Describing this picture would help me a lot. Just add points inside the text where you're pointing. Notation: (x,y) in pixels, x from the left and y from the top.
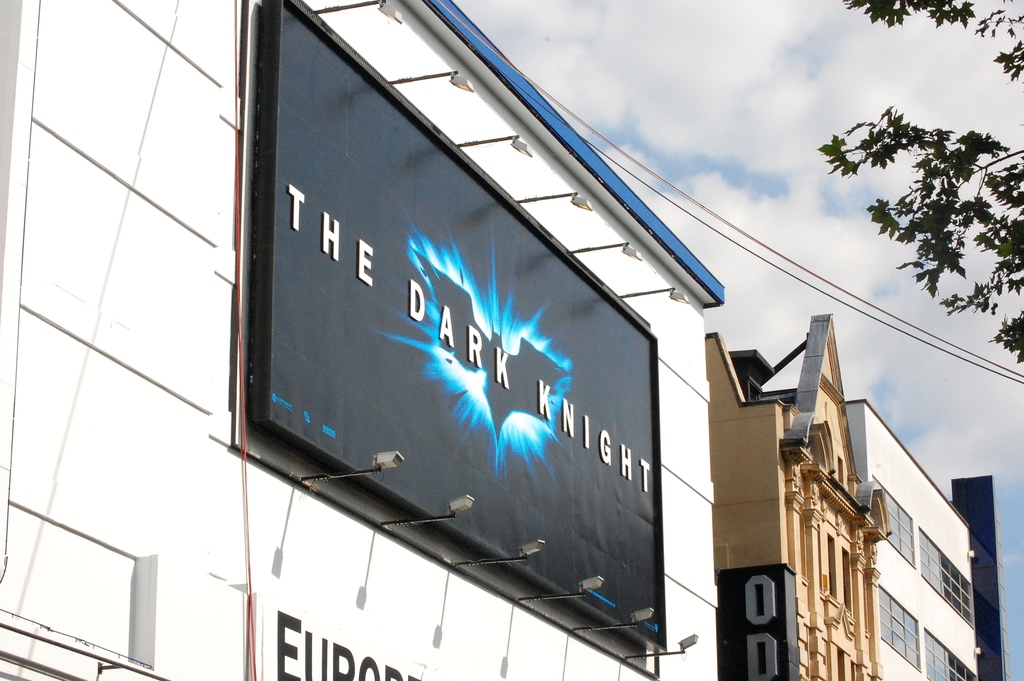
In this image we can see a building (155,147) with black color board (491,415) and some text (608,456) on it. There are lights (696,640). On the right side of the image (1006,195) there is a tree (994,216). In the background of the image (904,524) there are buildings (815,544) and sky (740,49).
